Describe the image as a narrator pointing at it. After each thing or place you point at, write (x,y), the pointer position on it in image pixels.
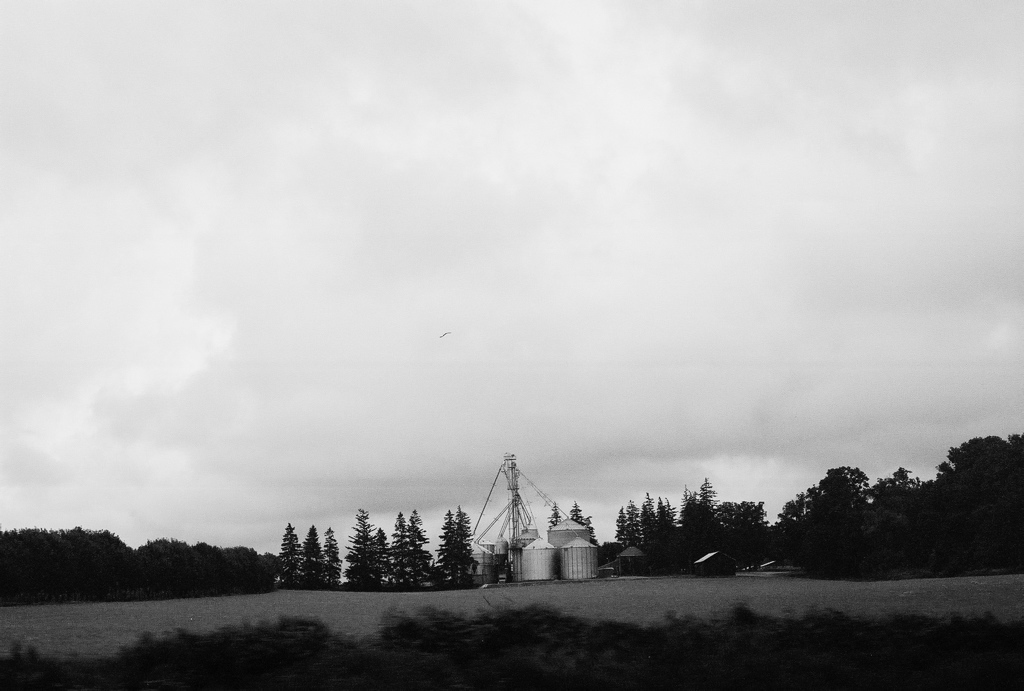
This is black and white picture, in this picture we can see containers (473,557), poles (517,506) and trees (86,563). In the background of the image (599,334) we can see the sky (678,277). At the bottom of the image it is blurry.
